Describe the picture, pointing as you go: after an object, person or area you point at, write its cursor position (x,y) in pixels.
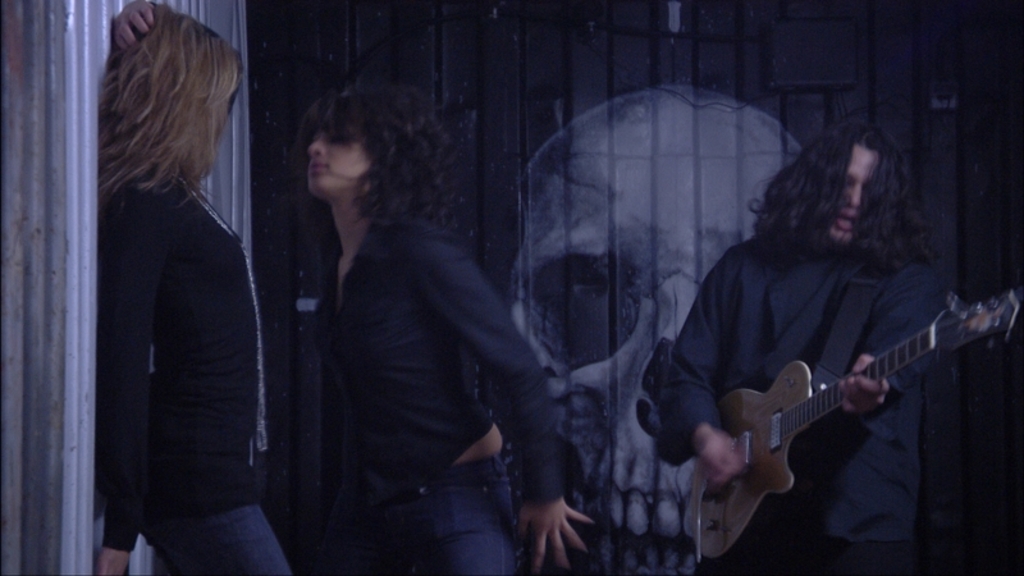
In this image I can see few people (421,131) where one person (715,365) is holding a guitar (966,308) in hands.
